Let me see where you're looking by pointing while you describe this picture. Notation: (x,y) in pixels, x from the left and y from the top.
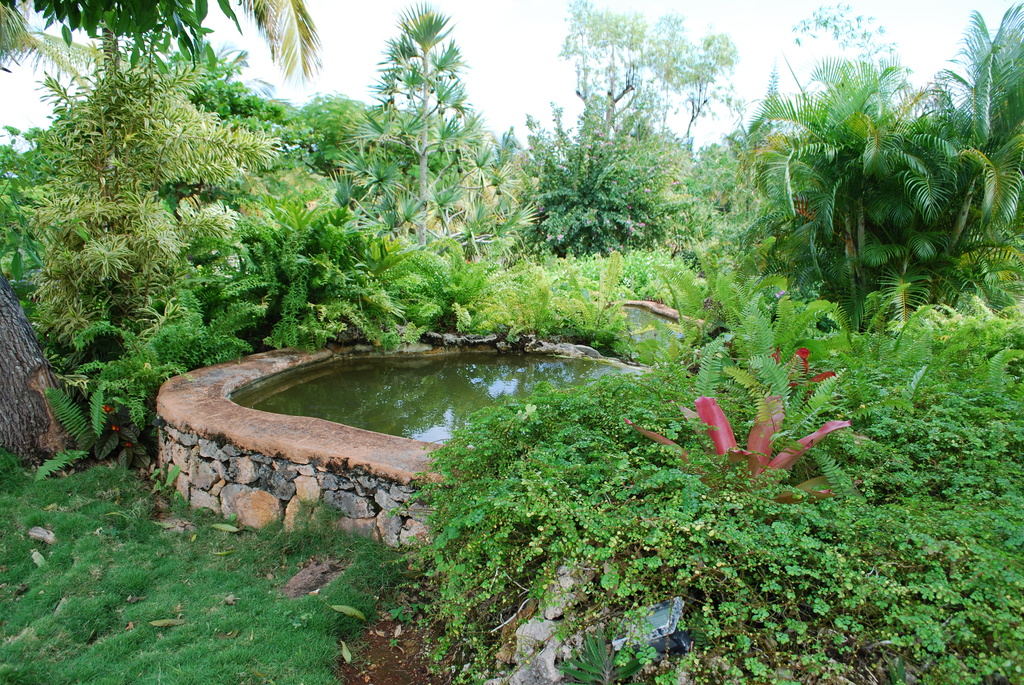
In the center of the image (412,389) we can see the pond (429,366). In the background of the image (1023,235) we can see the trees (605,231), plants (511,551), grass (149,653). At the top of the image (566,122) we can see the sky (867,1).
